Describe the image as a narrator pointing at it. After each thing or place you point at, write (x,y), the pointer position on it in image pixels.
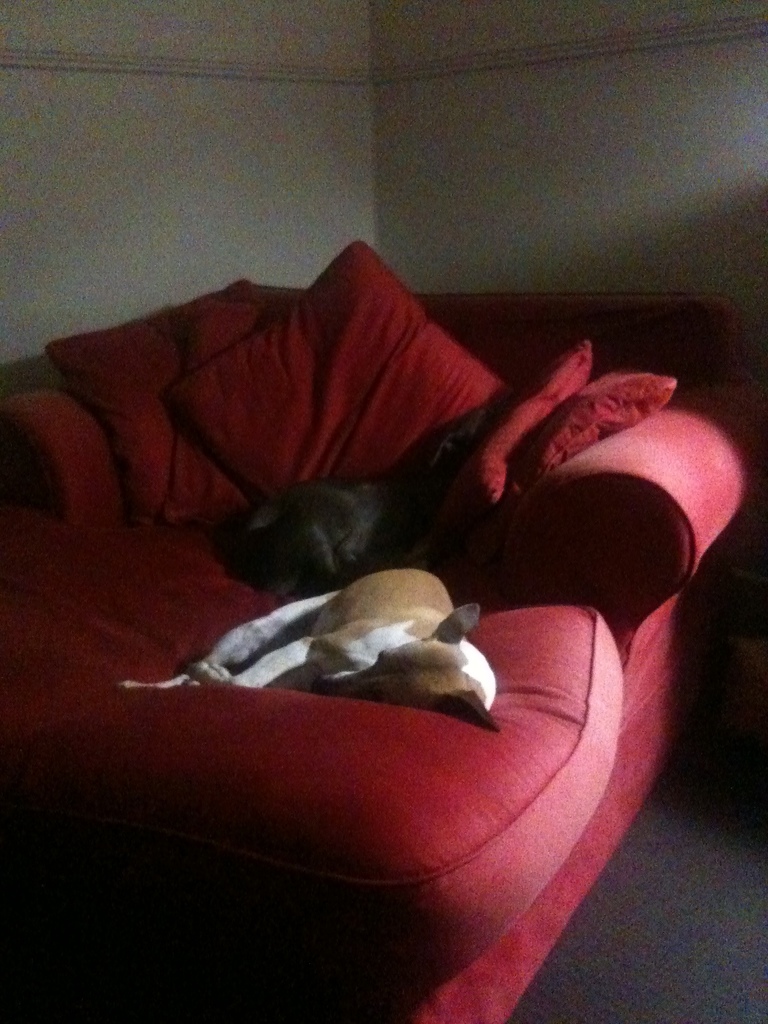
In this image we can see a red color couch (260,610) two dogs (359,538) and some pillows (451,395) on the couch (510,500) and a cream color wall (654,197) in the background (609,256).
